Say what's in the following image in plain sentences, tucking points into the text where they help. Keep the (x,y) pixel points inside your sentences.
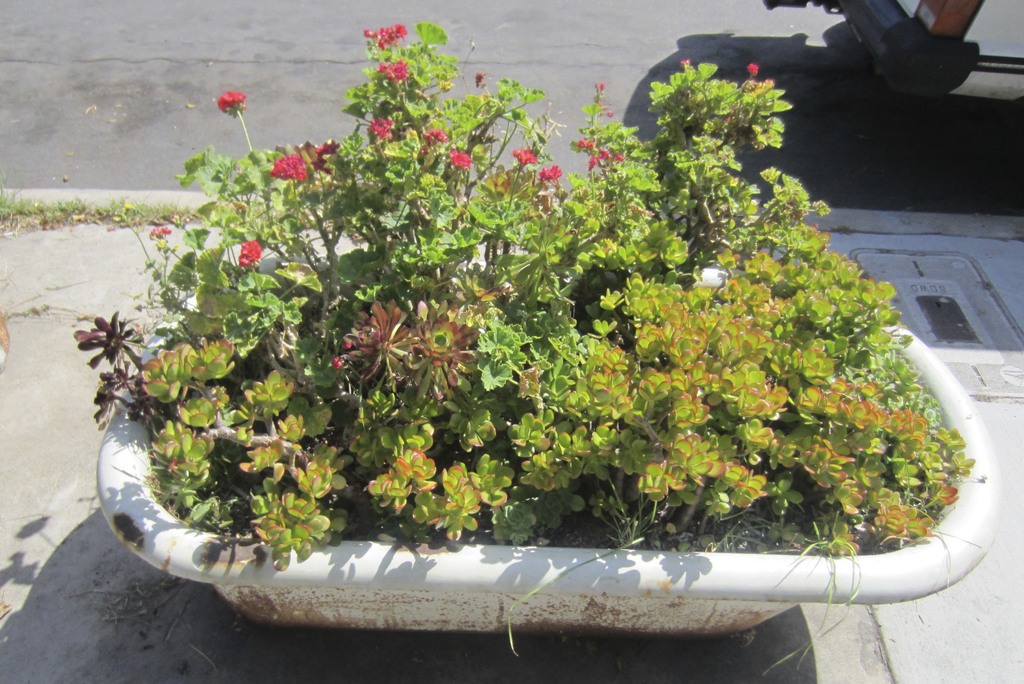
This is the picture of a plant (646,411) which is in the white color tub (361,541) and it has some flowers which are red in color.
